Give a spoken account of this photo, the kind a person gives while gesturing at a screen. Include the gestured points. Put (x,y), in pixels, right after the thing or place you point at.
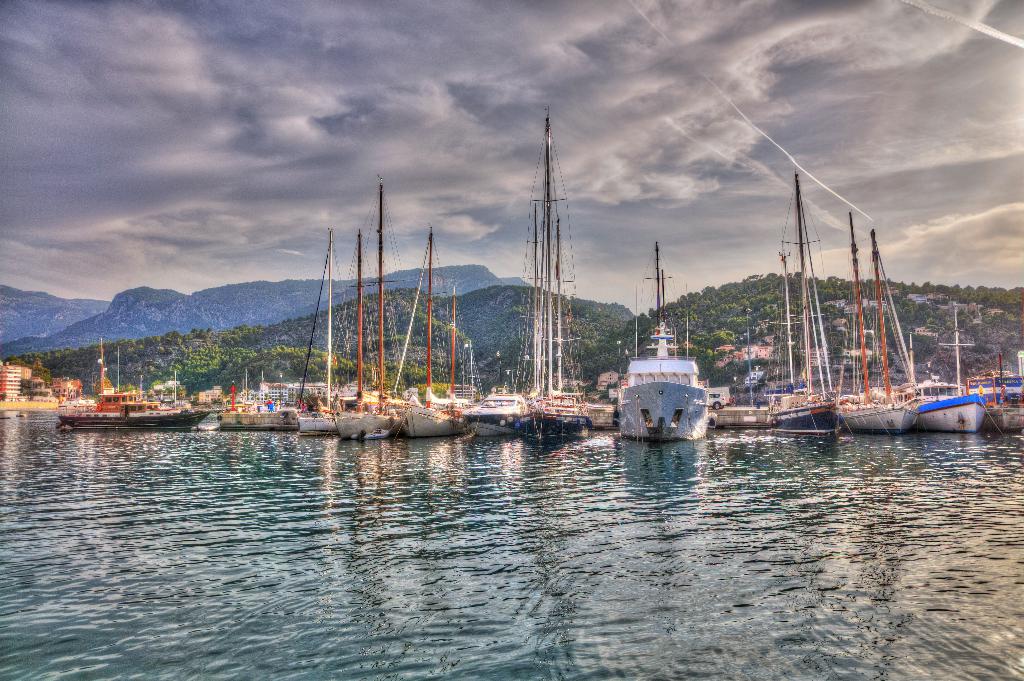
In this picture we can observe a fleet (361,429) on the water (257,433). There are some poles (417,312). In the background (210,358) we can observe trees (365,338) and hills (432,316). We can observe a sky (521,135) with some clouds (664,127).
